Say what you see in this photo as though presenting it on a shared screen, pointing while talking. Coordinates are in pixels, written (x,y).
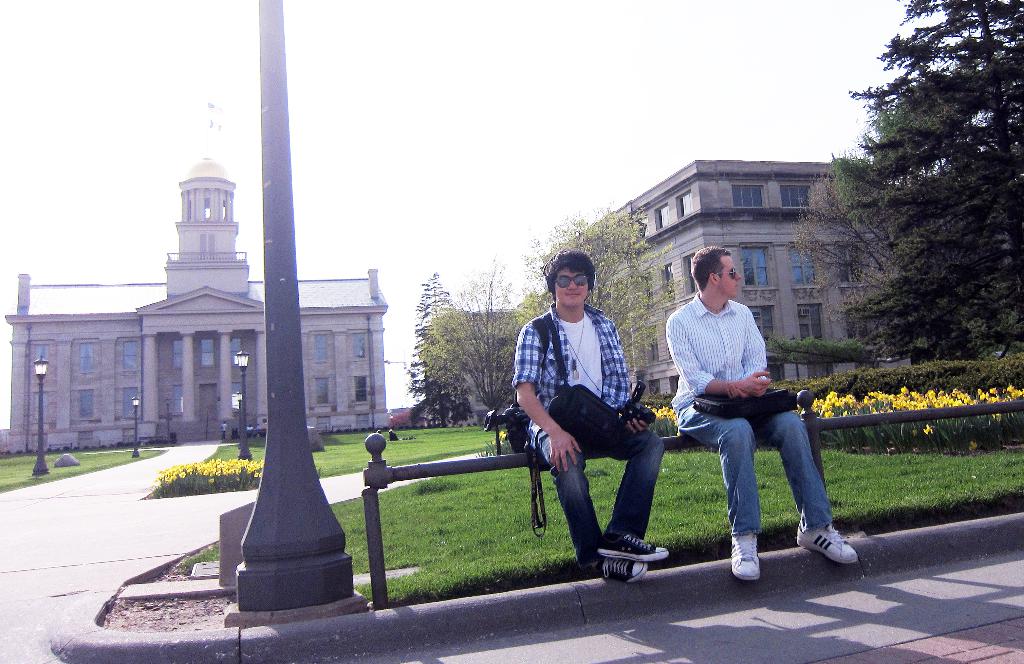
In the front of the image (381,456) I can see railing (381,456), pole (278,411), grass (507,533) and people (575,289). People (560,310) are sitting on railing (506,456) and near them there are objects (642,403). In the background of the image (1012,323) there are buildings (140,293), trees (490,314), plants (983,396), light poles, grass (390,444), people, sky (417,134) and objects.
